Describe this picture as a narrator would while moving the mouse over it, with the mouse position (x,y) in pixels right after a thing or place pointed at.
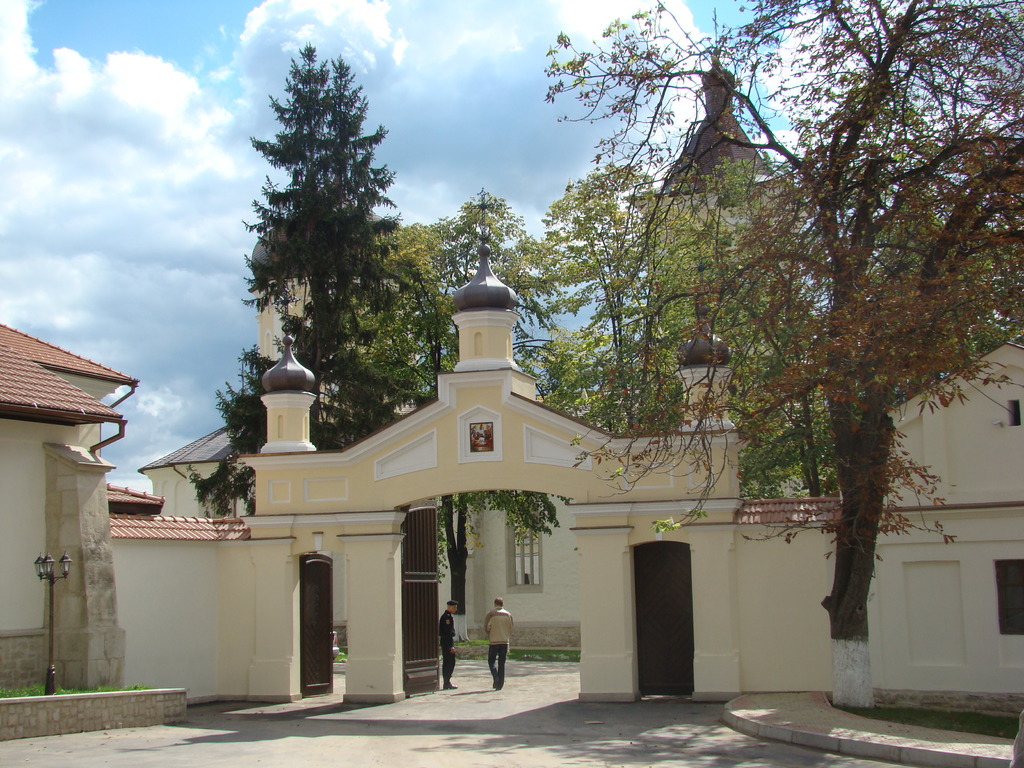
In this image I can see entrance gate (391,499) in front of the entrance gate (418,635) I can see two persons (489,636) and trees (407,340) and beside the entrance gate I can see the house (66,532) and street light pole (58,581) and at the top (262,102) there is the sky (540,38).
